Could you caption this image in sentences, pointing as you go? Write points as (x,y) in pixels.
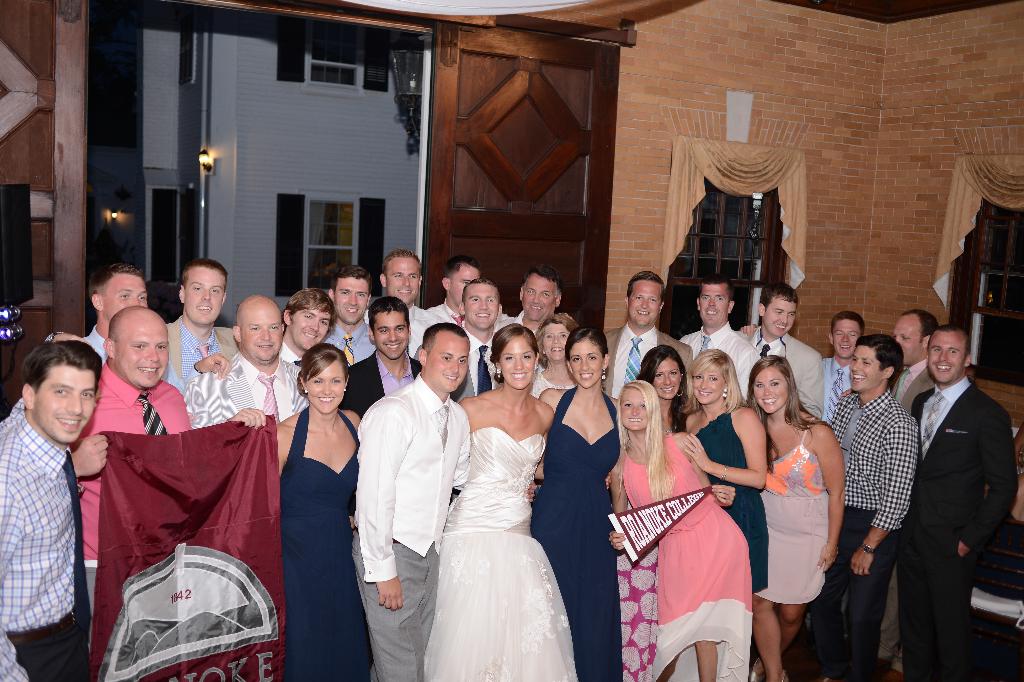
This picture is taken inside the room (762,597). In this image, there are group of people (480,451) standing on the floor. On the left side (248,441), we can see a person (240,413) holding a cloth (267,544) in his hands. In the background (722,267), we can see some doors (483,250), windows (778,268), curtains (942,283), buildings (408,234).
